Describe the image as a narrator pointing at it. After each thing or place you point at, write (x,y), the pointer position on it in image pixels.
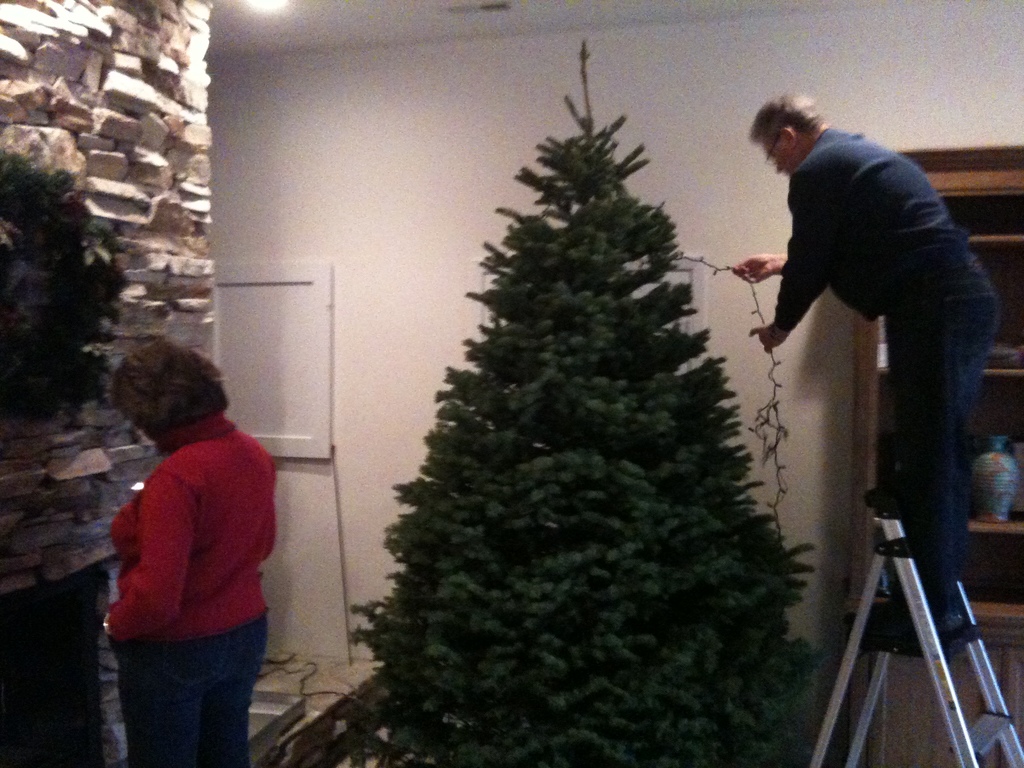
In this picture we can observe a tree (520,467). There is a man (832,191) standing on the ladder (953,697), holding a wire (717,271) in his hands (763,341) with some lights (734,273). On the left side (140,519) there is a woman (216,516) standing wearing a red color dress (181,549). We can observe a stone wall (120,147) here. On the right side (990,180) there is a shelf (1004,404). In the background (389,174) there is a wall (372,131) which is in white color.
